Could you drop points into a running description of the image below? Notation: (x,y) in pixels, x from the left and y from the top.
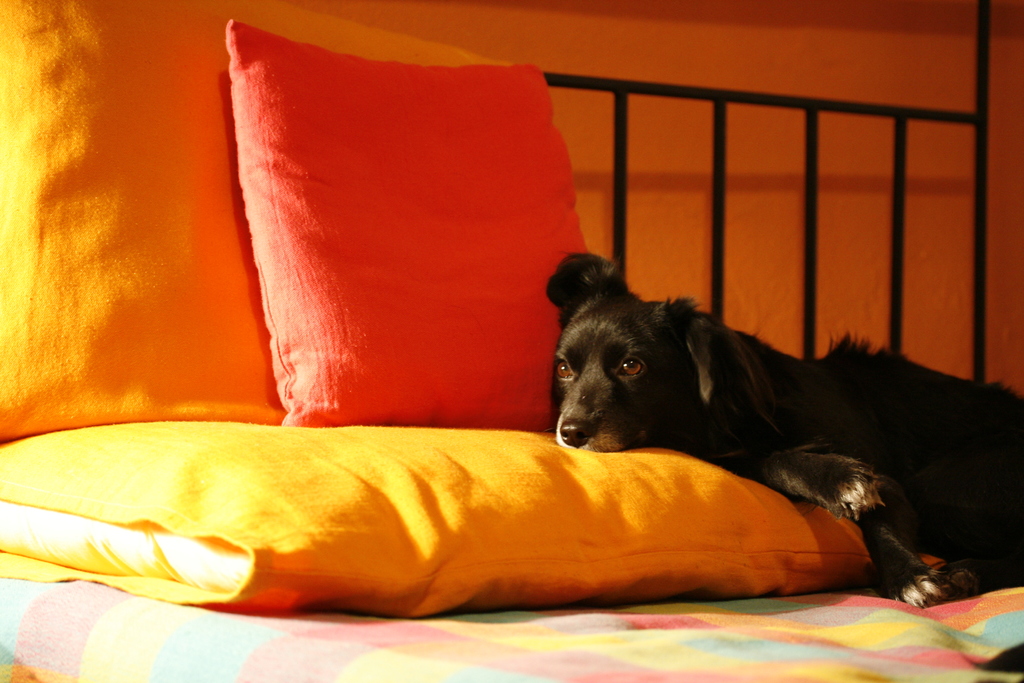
This image is taken in indoors. In the middle of the image (343,439) there is a bed (419,651) with pillows (316,249), bed sheet (149,660) and blanket (894,620). In the left side of the image (91,301) there is a pillow (166,297). In the right side of the image (942,494) there is a dog (564,365) lying on the bed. In the background (712,39) there is a wall (905,95).
